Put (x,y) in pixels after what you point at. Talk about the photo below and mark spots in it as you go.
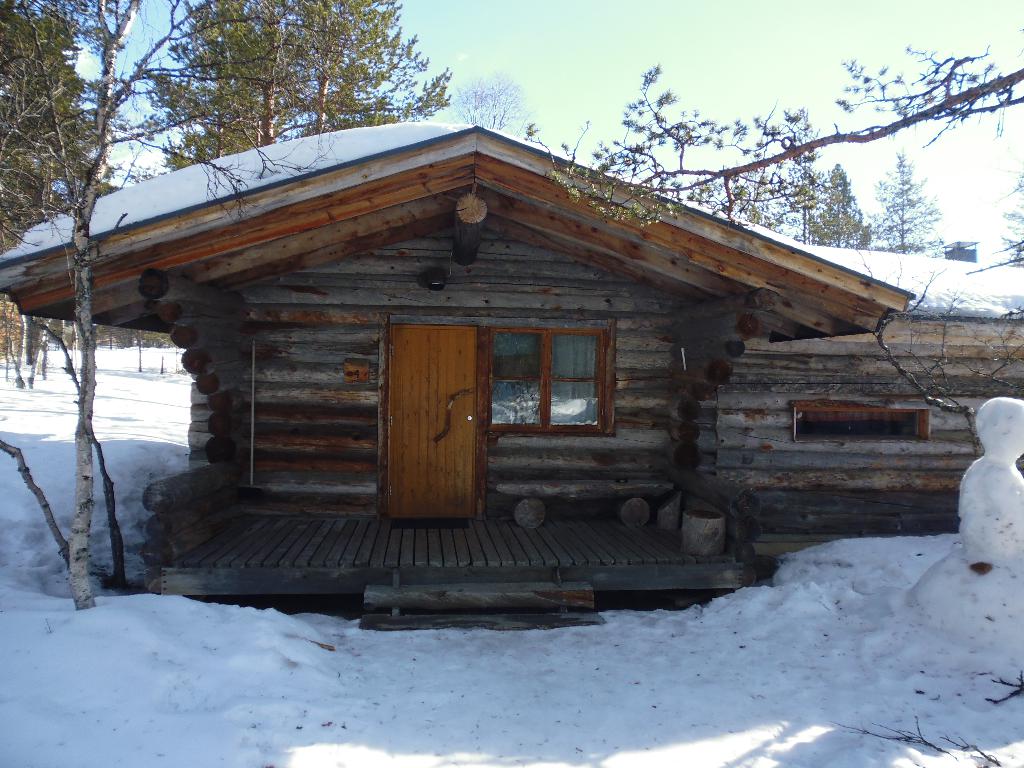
This is an outside view. At the bottom (323,711), I can see the snow (466,720). In the middle of the image (657,257) there is a wooden house (475,251). In the background (356,89) there are trees (174,121). At the top of the image (637,27) I can see the sky (662,19). On the right side (1007,472) there is a snowman (993,556).
